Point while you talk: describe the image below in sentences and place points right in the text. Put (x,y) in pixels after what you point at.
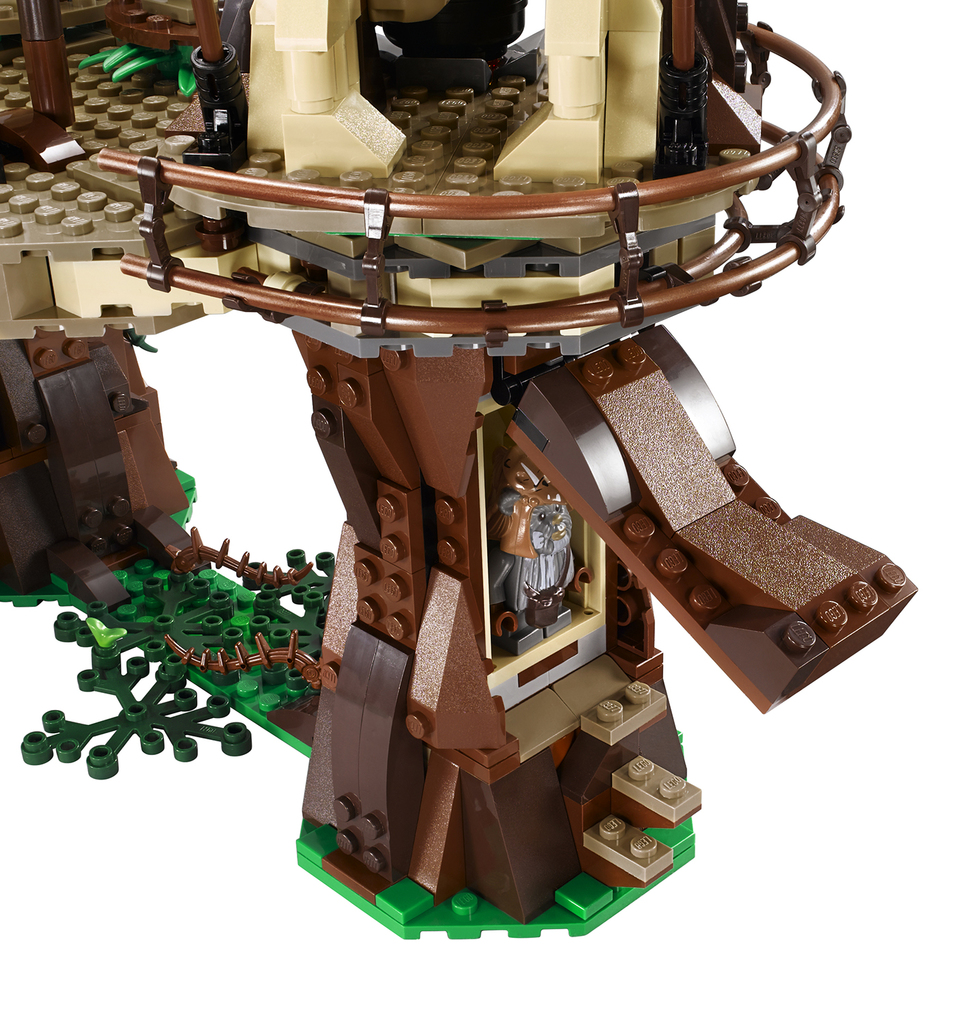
In this image I can see a toy (482,846) made up of building blocks (435,711). The background (936,665) is in white color.
